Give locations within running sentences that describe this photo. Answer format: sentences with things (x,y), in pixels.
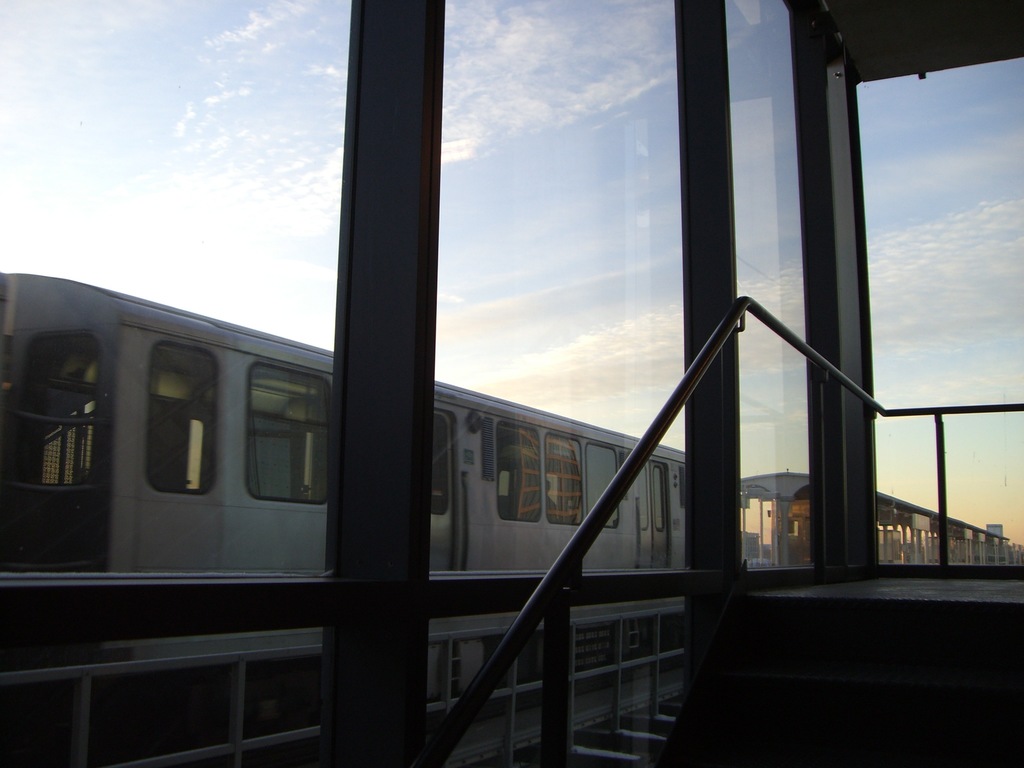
This is a railing (461,718) and here is the glass windows (518,232). Outside the glass windows (503,230) there is a train (564,474) on the railway track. In the background (537,184) we can observe sky (527,195) and clouds (529,80).
